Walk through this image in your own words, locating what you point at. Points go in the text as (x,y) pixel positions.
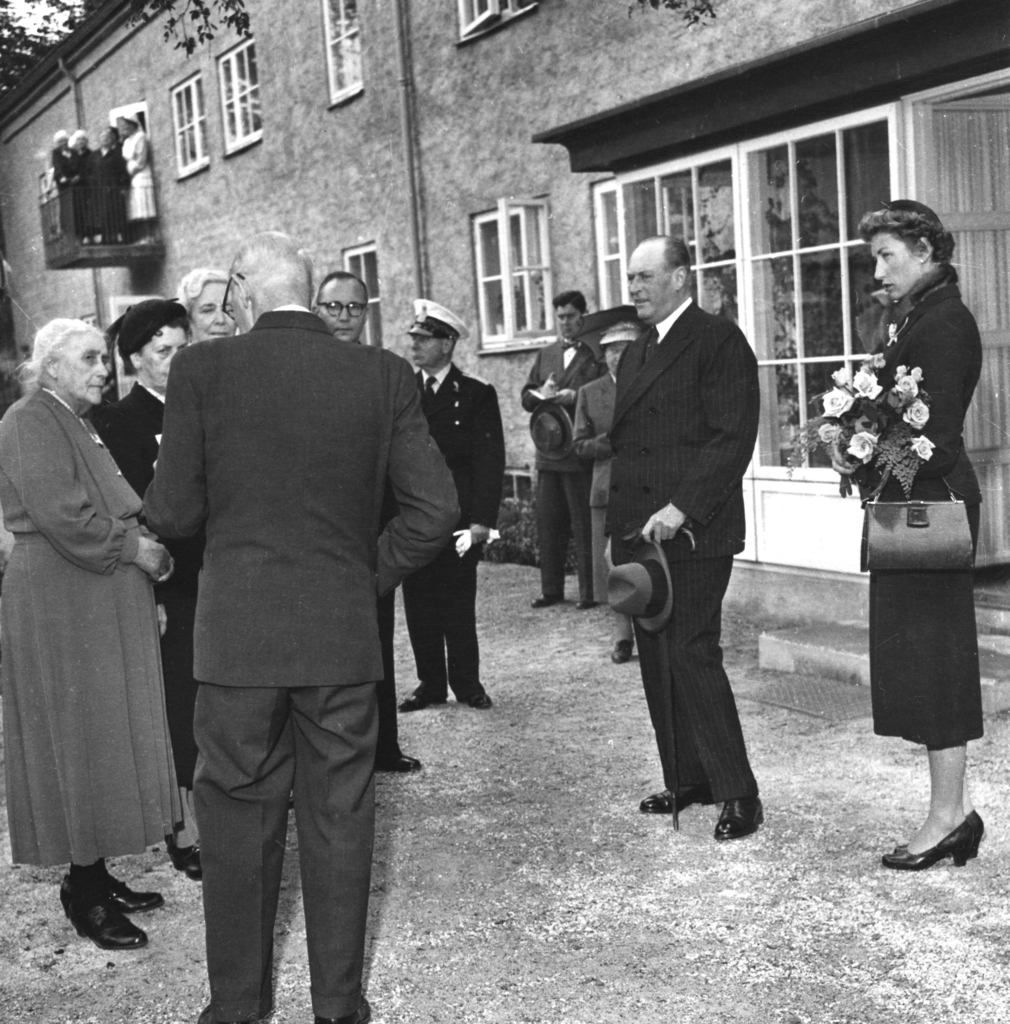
This is a black and white image. In this image, we can see a group of people (949,407) are standing on the land (751,975). On the right side (941,322), we can see a woman (925,239) wearing a black color dress (932,347) and holding flowers (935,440) and hand bag (934,538) in her hand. On the right side (781,364), we can see a building (166,270), door (956,164), glass window (747,244). In the background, we can see a balcony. In the balcony (50,229), we can see a group of people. At the top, we can see some trees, at the bottom (1004,699), we can see a staircase (828,659), mat (795,691) and a land (602,725) with some stones (170,985).
